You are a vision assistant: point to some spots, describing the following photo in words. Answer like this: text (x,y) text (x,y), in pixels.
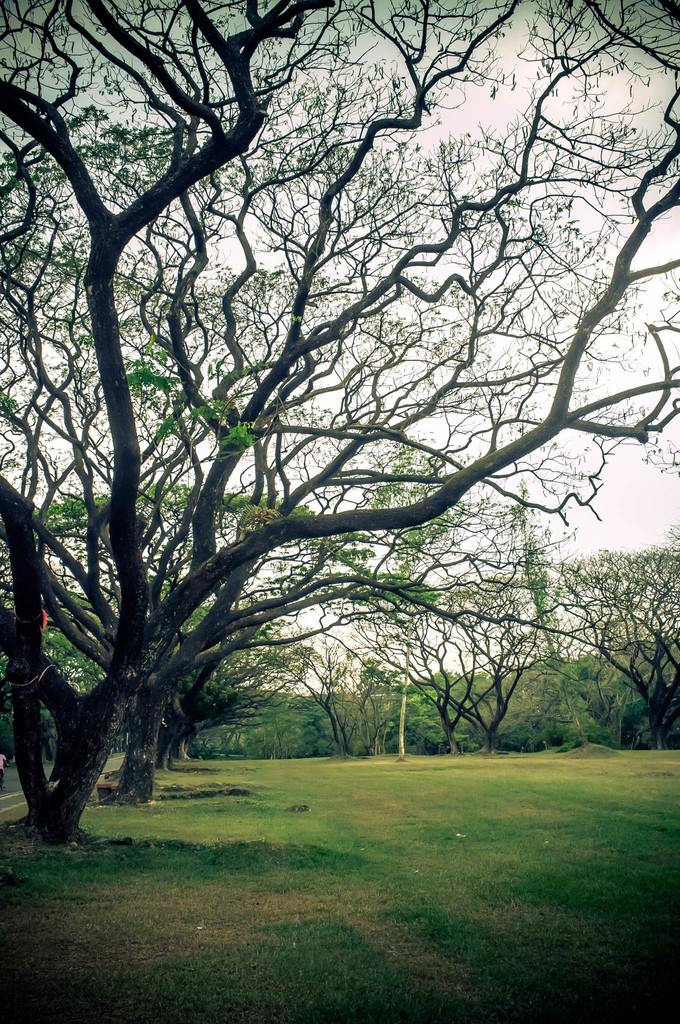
In this image I can see dried trees (184,459), at the background (310,726) I can see few green trees (360,715) and sky (375,345) is in white color.
